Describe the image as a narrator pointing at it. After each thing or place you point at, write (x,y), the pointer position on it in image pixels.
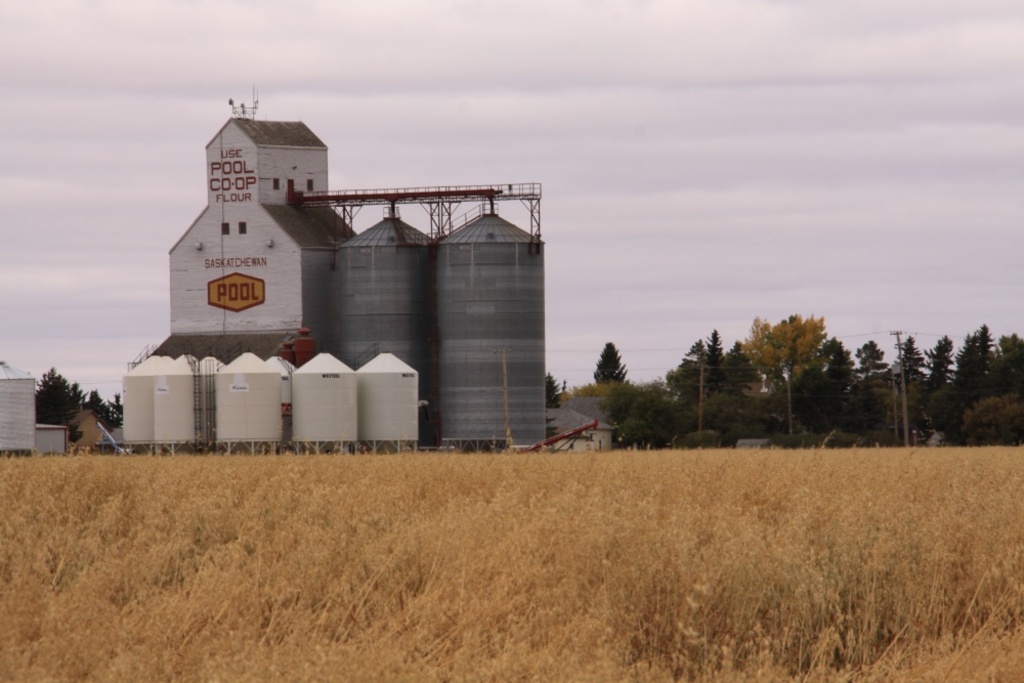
In this image we can see a building (264,214) with some text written on it, there we can see two big tankers (484,335), some metal rods (204,405), few small tanks (221,421) on the field (49,466), a booth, few electric poles (791,429) and cables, grass (708,451), a few trees (816,419) and some clouds (669,124) in the sky (722,224).
